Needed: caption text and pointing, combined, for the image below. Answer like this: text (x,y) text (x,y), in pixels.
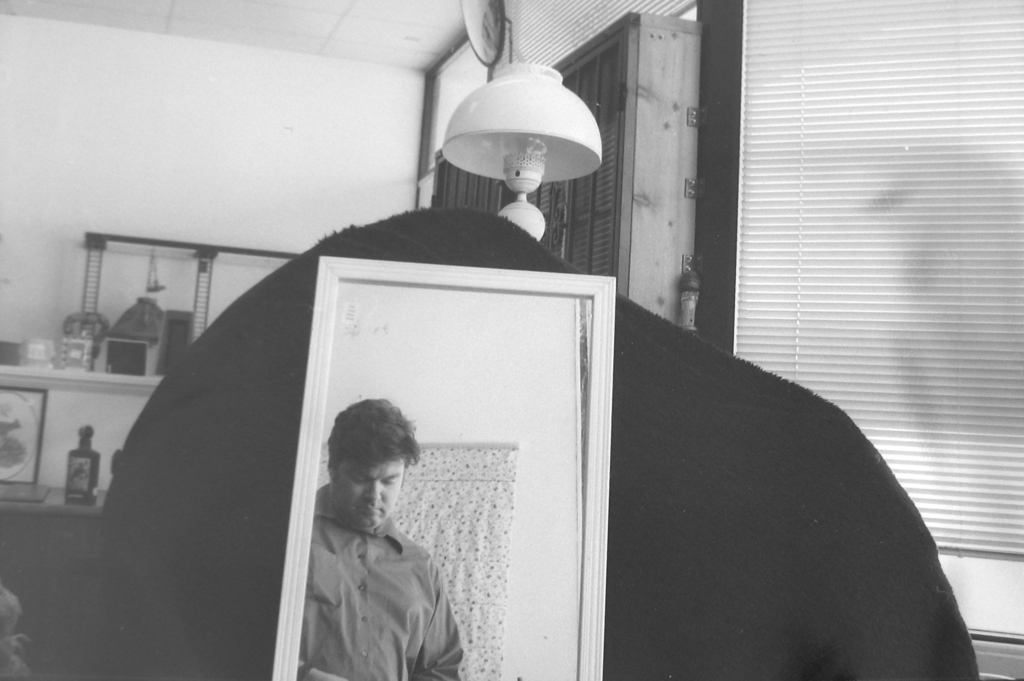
In this picture there is a mirror (360,432) which has a person (399,579) standing in front of it and there is an object (476,236) behind the mirror (424,565) and there is a lamp (535,128) and some other objects (428,152) in the background (545,105).
